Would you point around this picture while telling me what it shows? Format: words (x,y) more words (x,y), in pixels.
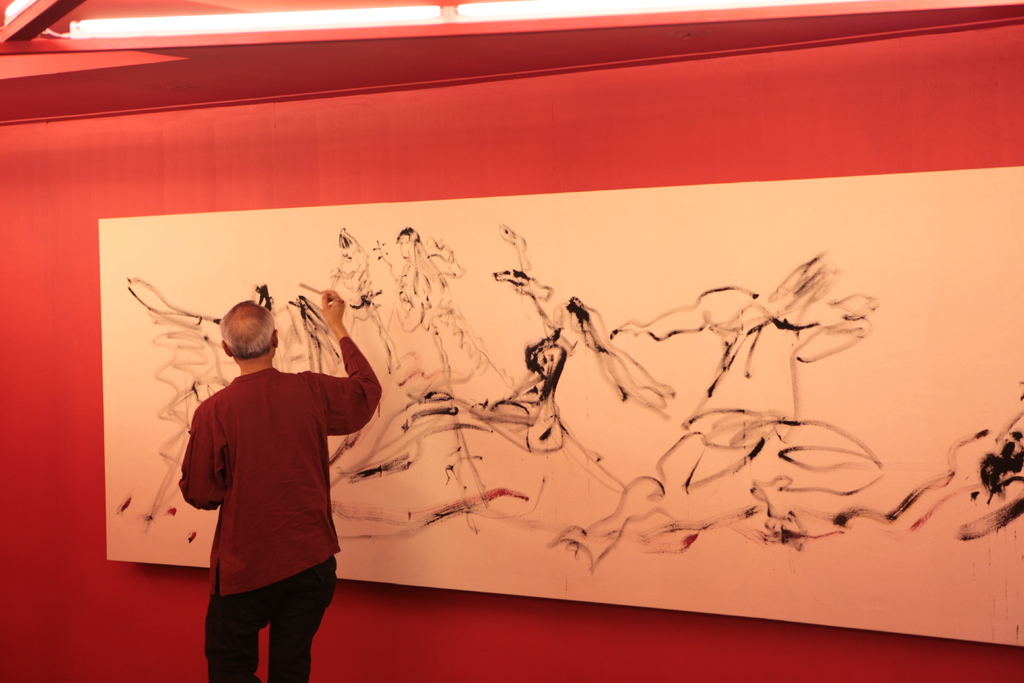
In this image I can see the person (239,509) with the dress (262,515) and there is a board (583,485) in-front of the person (300,525). I can see the painting (424,346) on the board (356,300). I can see there is a red and white background (423,138).
